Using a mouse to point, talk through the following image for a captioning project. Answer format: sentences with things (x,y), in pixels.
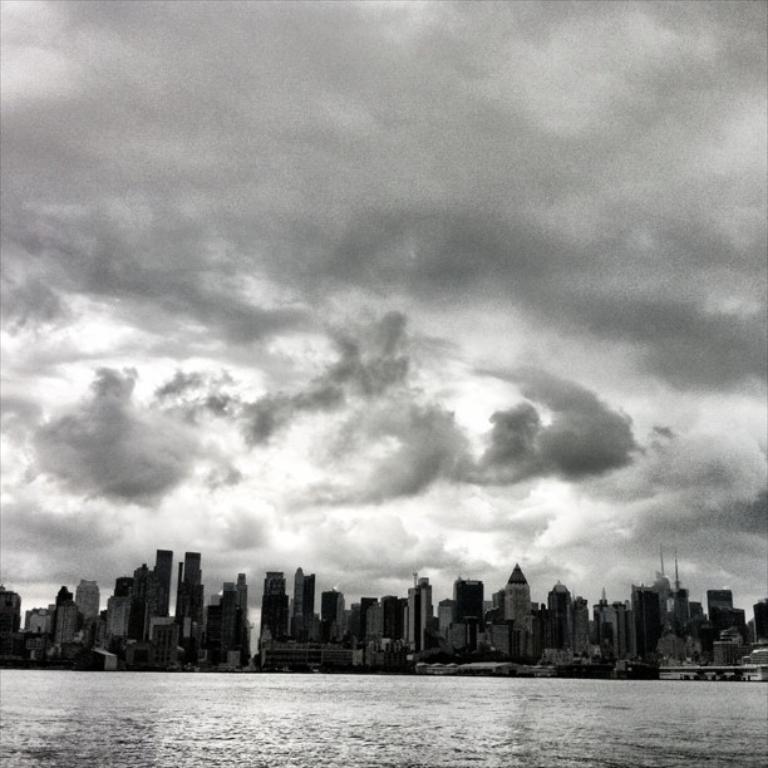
In this picture I can see the water (620,764) in front (7,710) and in the background (127,648) I can see number of buildings (272,610) and the sky (292,357) which is cloudy. I see that this is a black and white image.
